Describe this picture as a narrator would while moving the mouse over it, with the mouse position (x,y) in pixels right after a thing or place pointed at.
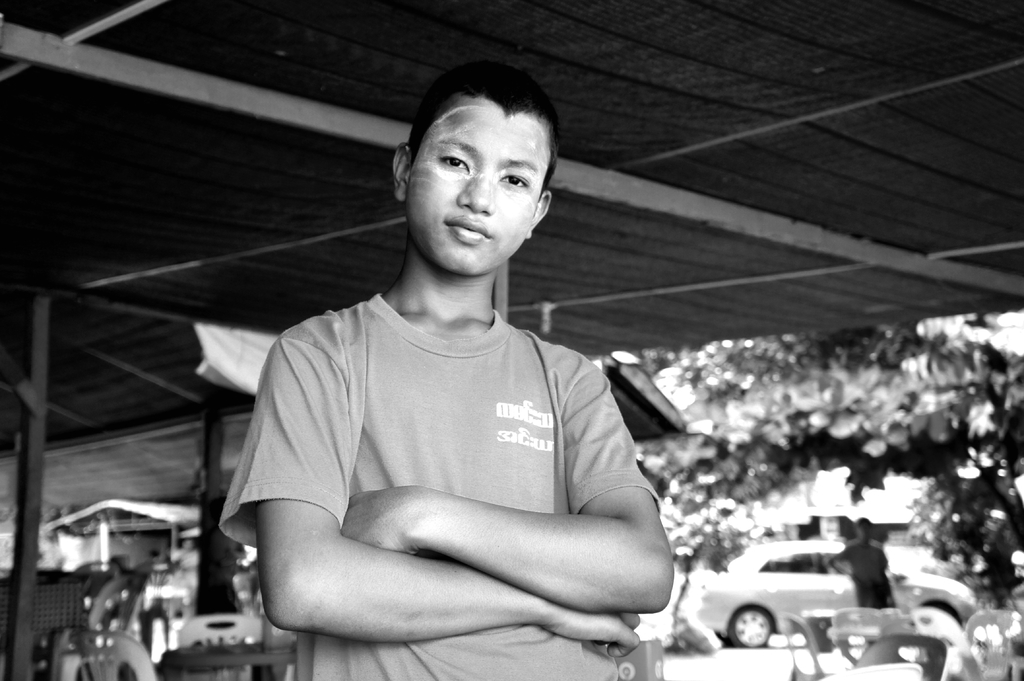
Black and white picture. We can see a boy (471,384) is standing. Background (70,473) it is blur. We can see open-sheds (126,343), trees (832,385), chairs (131,639), tables (202,648), vehicle (766,641) and person (861,545).
